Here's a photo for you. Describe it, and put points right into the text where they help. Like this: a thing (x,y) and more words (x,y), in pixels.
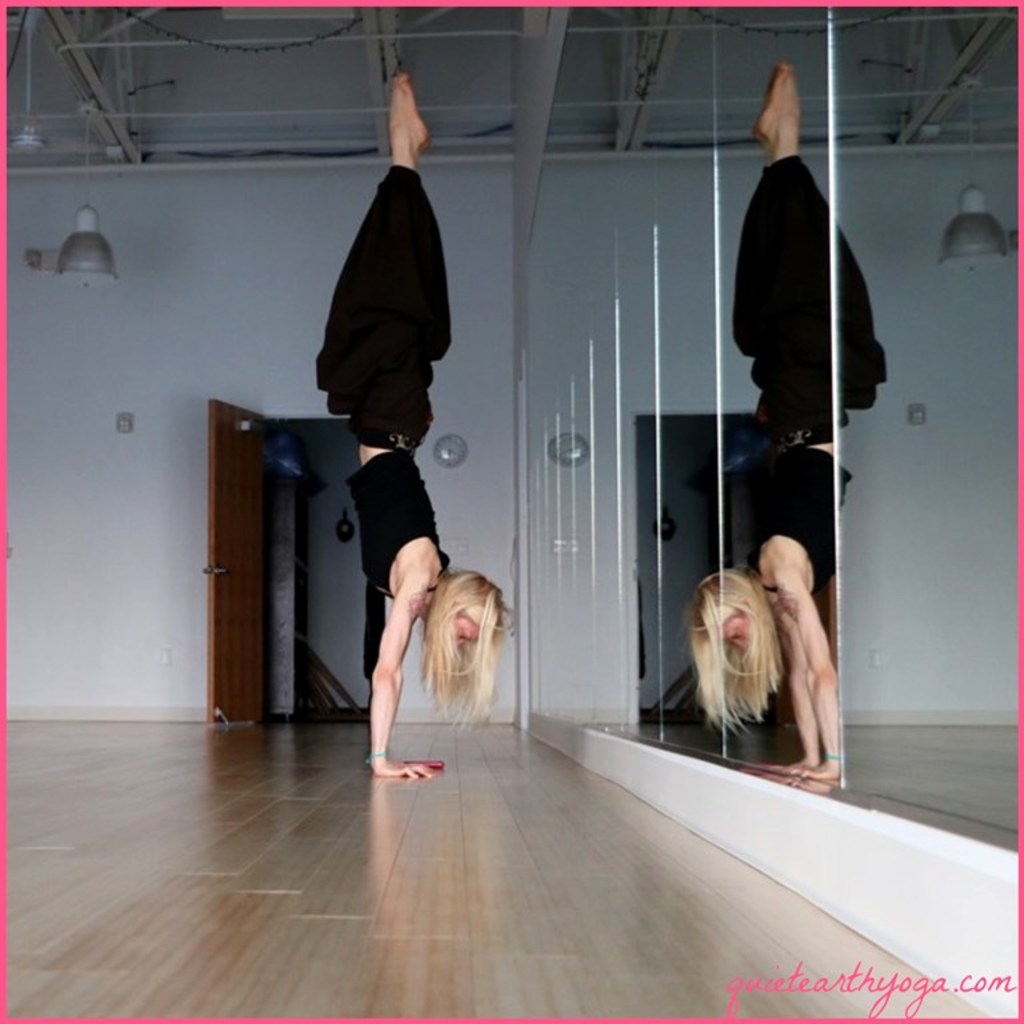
In this image we can see a woman (381,542) doing gymnastics. In the background (325,507) we can see door (252,614), walls (129,287) and electric lights (88,233).
